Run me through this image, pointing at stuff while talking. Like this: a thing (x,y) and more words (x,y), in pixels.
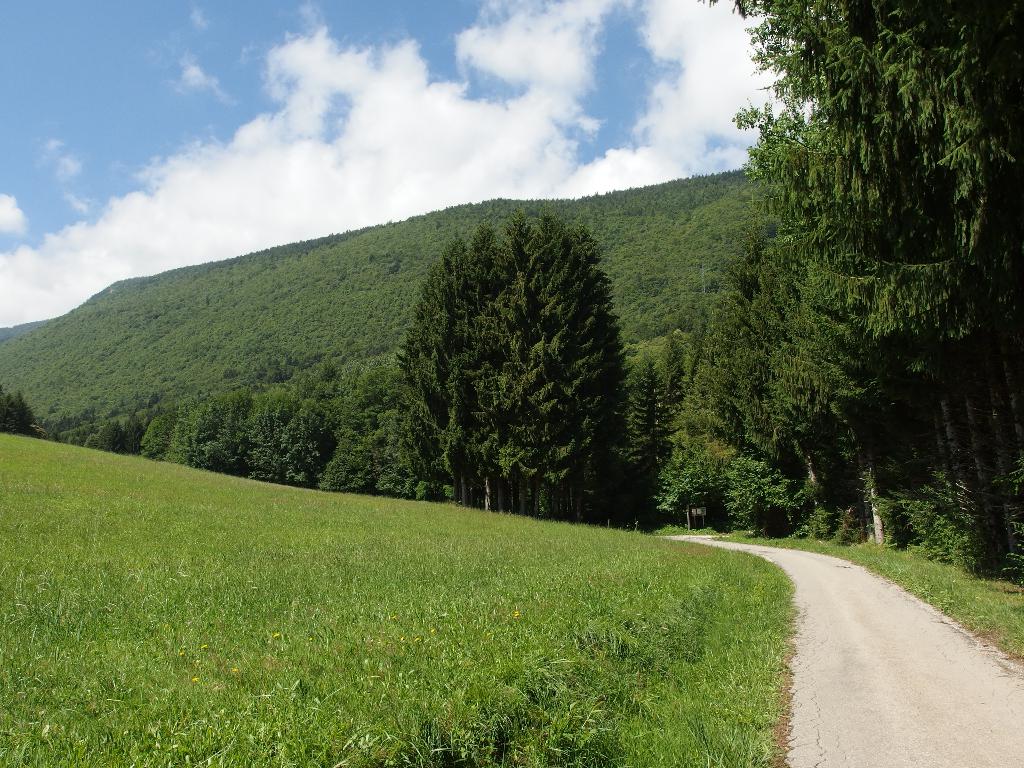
In this image at the bottom (569,655), there are plants (571,680), grass (758,652) and road (853,687). In the middle (616,375) there are trees (472,287), hills (422,270), sky (102,64) and clouds (289,180).
